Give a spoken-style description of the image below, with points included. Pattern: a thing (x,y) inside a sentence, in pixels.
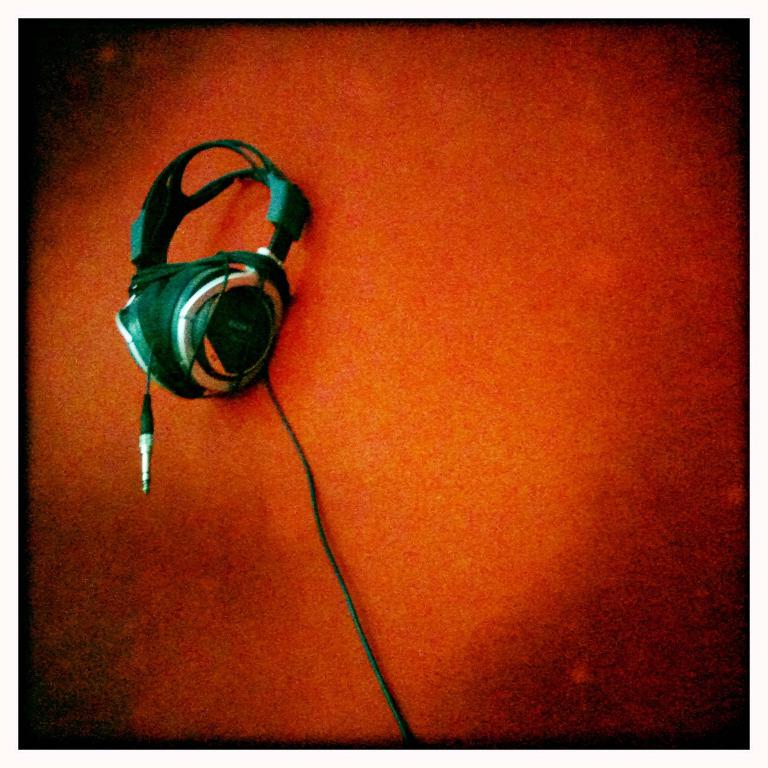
In this image at the bottom (89,554) there is a floor (334,361), and in the foreground (175,275) there is a headset (192,289).
